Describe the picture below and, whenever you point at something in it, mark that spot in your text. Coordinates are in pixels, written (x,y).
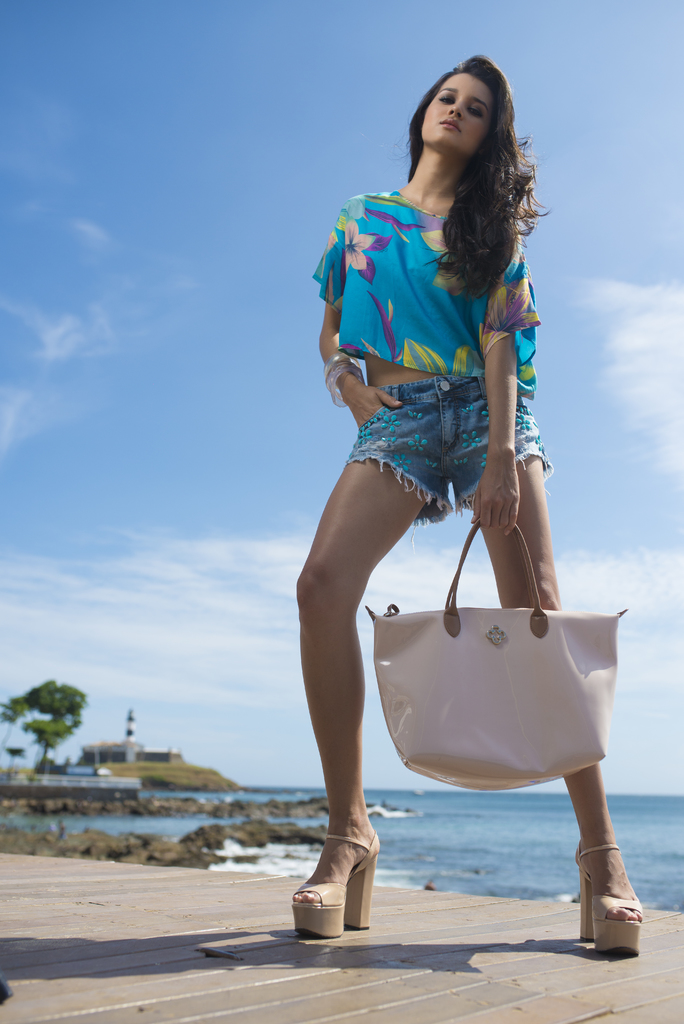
This image is taken in outdoors. In this image there is a woman (338,827) wearing high heels (324,917) and holding a handbag (560,655) in her hand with long hair (514,181). At the bottom of the image (217,990) there is a floor (412,926). At the background (18,358) there is a sky (397,22) with clouds (242,624), there is a tree (44,722) and a water (450,799) and a lighthouse (135,742).
